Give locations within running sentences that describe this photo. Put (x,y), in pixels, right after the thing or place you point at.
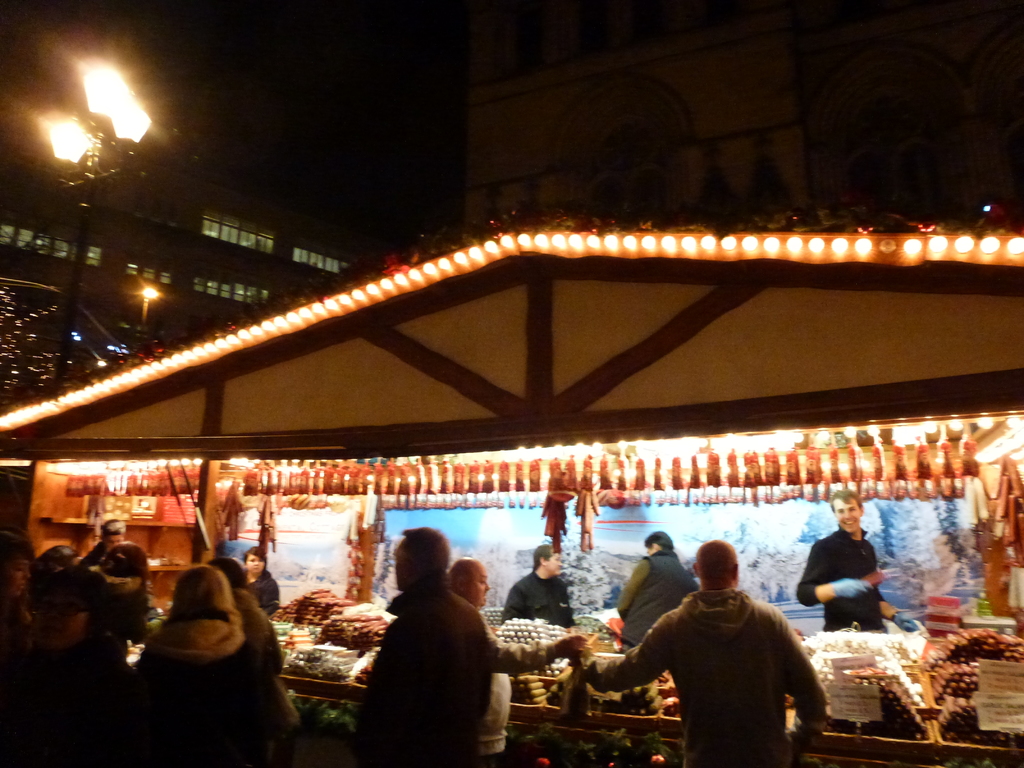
In this image, we can see store (923,605), people (51,738), boards (1010,708), lights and some objects (970,689). At the top of the image (742,112), there are buildings (497,209), walls (580,144), glass windows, lights (389,278), dark view (295,119) and pole (79,271).
